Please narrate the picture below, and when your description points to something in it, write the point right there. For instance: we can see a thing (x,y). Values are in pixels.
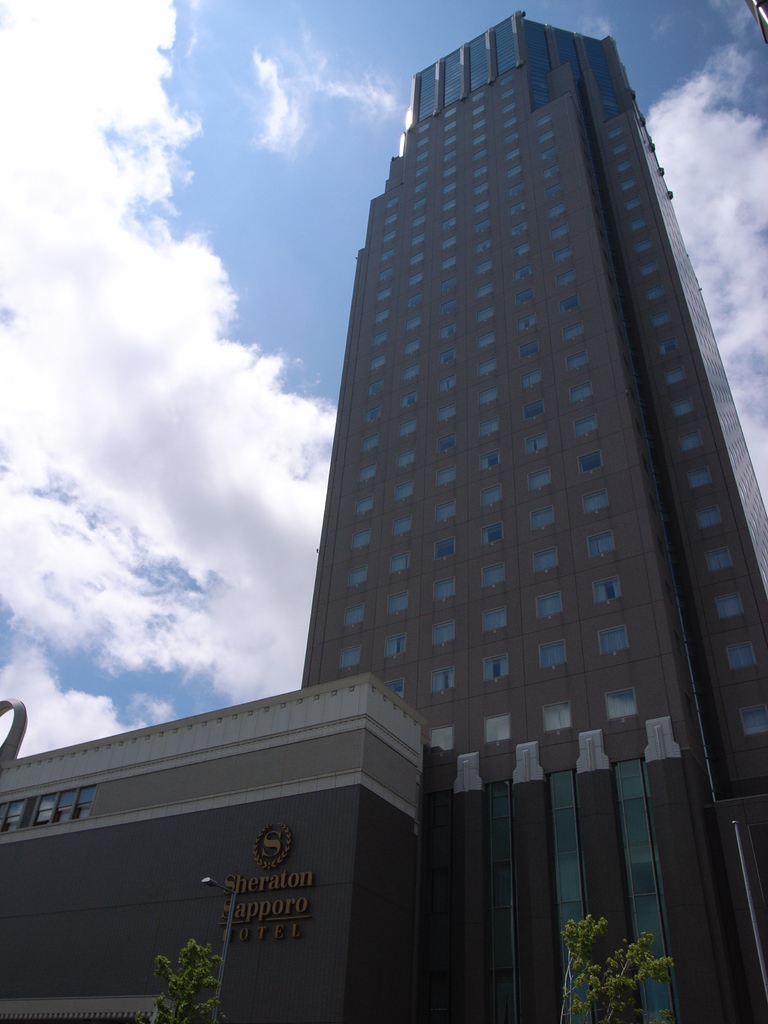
In this picture we can see a building (393,654), in front of the building (234,758) we can find few trees (163,969), in the background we can see clouds (82,282).
